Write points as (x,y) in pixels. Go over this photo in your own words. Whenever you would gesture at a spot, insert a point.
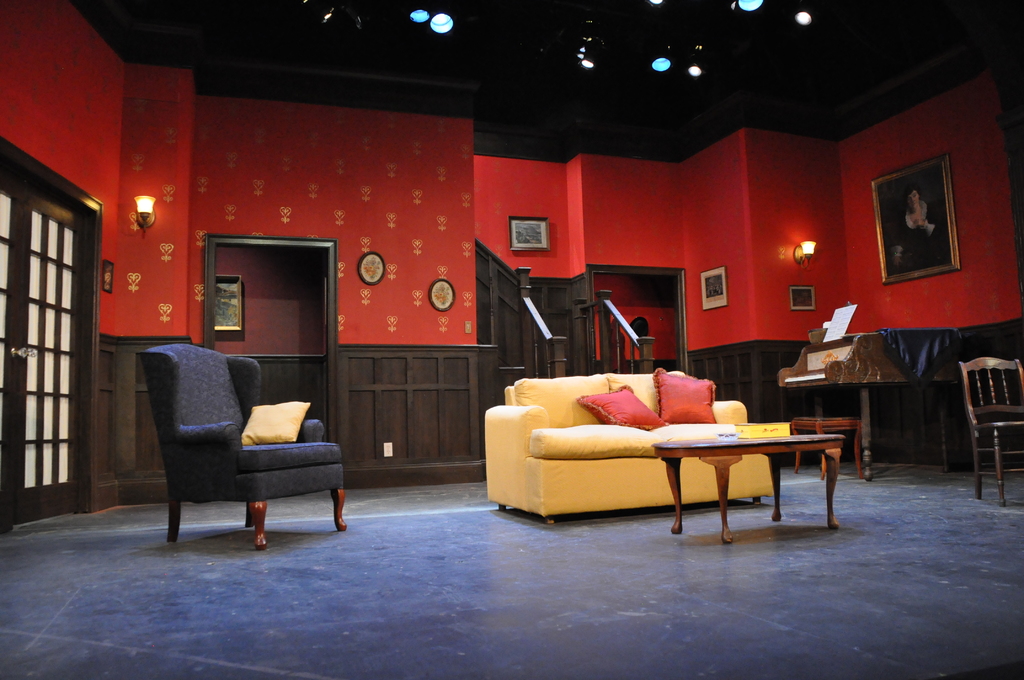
This is an indoor picture. At the top (431,25) we can see lights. We can see frames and lights (149,215) over a wall (541,198). These are stairs (577,361). This is a door (71,396). Here we can see a chair (335,455) and sofa (639,429) with cushions (704,418). Here we can see a piano (857,344) and there is a paper (846,315) on it. This is a stool (834,421). In Front of sofa (609,443) there is a table (771,461). This is a floor (287,605).
